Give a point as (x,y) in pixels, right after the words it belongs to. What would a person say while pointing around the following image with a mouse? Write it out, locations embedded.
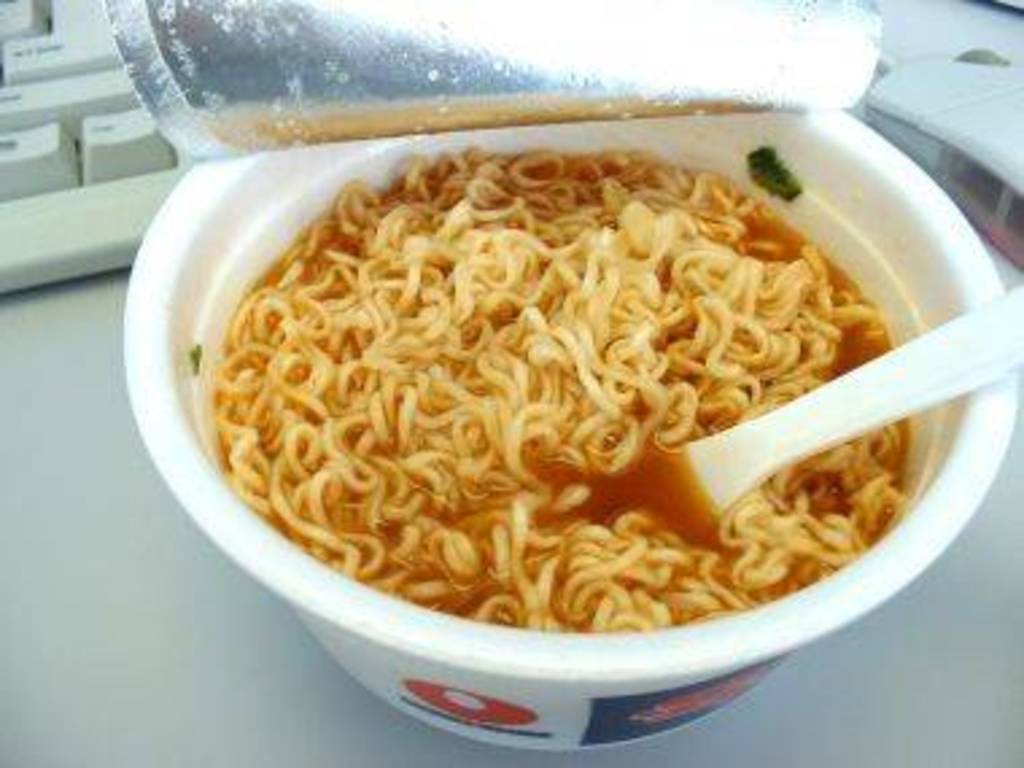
In this image we can see there is a cup of noodles (471,434) with a spoon (804,433) and there is a keyboard (150,205) and mouse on the table (116,574).
